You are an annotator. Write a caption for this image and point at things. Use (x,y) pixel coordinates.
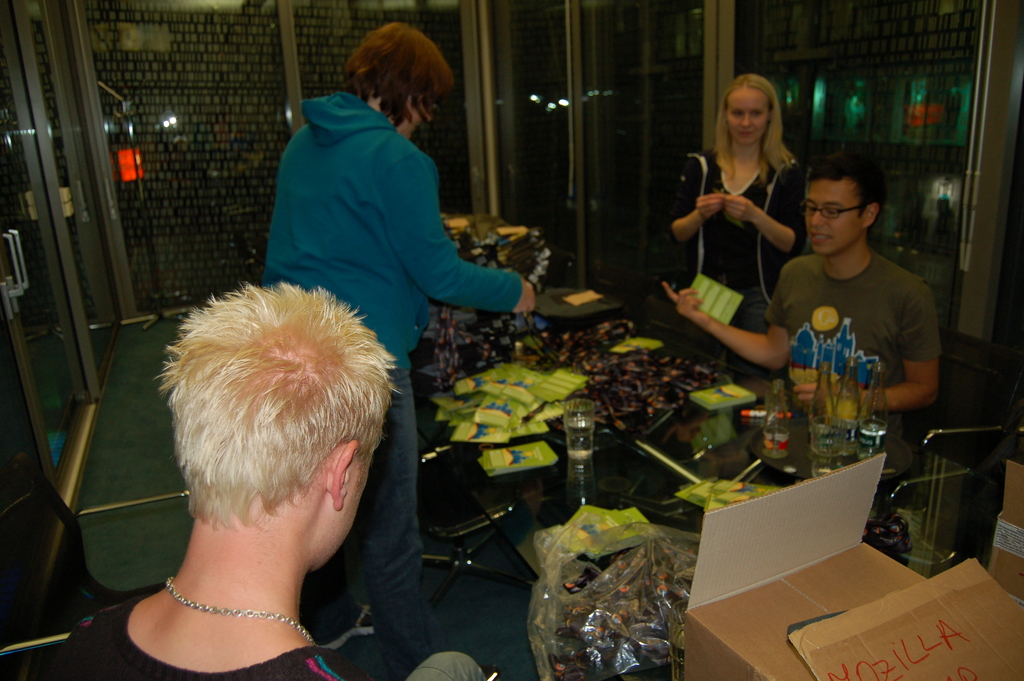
This image is taken indoors. In the background (319,63) there is a wall (184,133) with doors (53,238). At the bottom of the image (248,646) a boy (213,640) is sitting on the chair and there is a cardboard box (746,575) and a cover (643,645) with a few things (591,577) in it. In the middle of the image (515,428) there is a table (560,499) with many things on it. On the right side of the image (837,375) a man (825,270) is sitting on the chair (940,395) and a woman (736,137) is standing. A man (399,96) is standing on the floor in the middle of the image (413,297).
